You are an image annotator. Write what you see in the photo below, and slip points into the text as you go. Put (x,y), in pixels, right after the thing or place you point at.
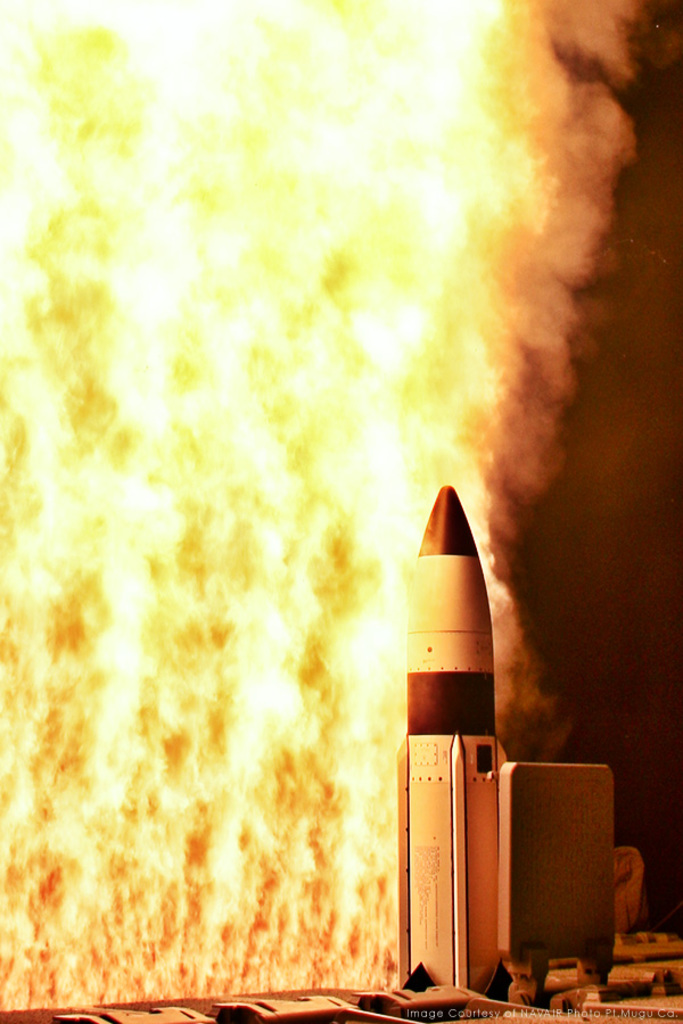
In this image we can see a missile (423,841). On the backside (329,558) we can see the fire (288,605) and some smoke (519,525).
